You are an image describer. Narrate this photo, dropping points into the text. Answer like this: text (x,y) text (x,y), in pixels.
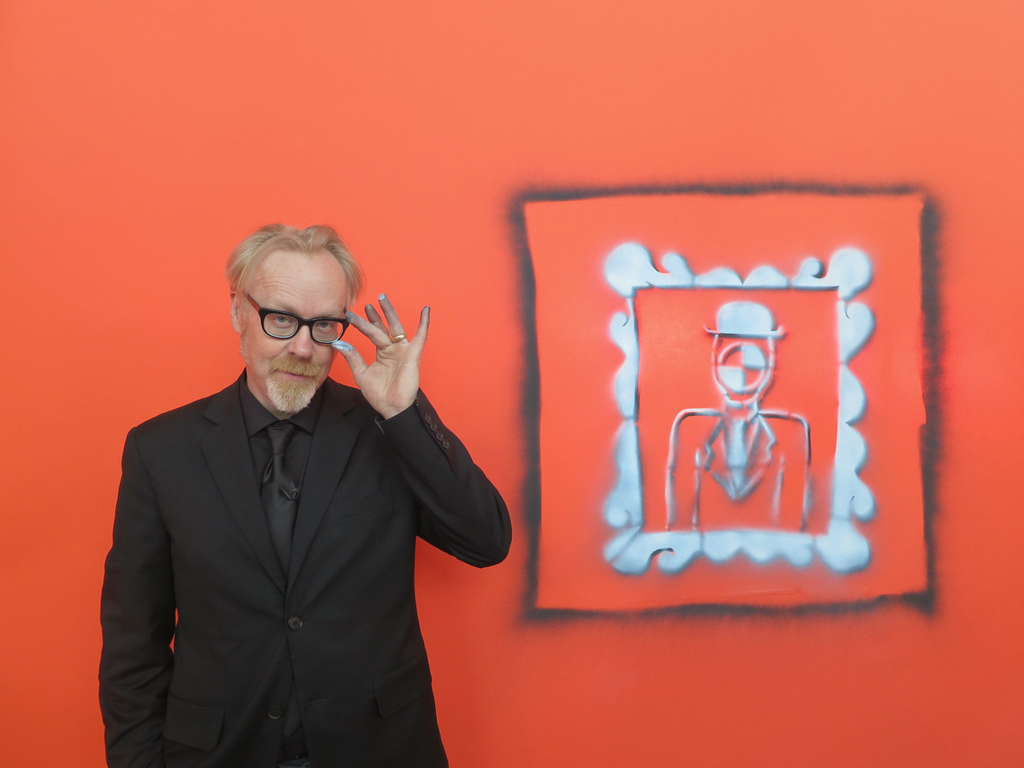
In this picture we can see a man (187,663) wearing black suit (285,602), shirt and tie (281,500). He is wearing a black spectacle (275,332) and holding it with his hand (369,327). We can see an orange background (676,357). On this orange background (752,148), we can see a painting (673,537) of a person (776,484).
